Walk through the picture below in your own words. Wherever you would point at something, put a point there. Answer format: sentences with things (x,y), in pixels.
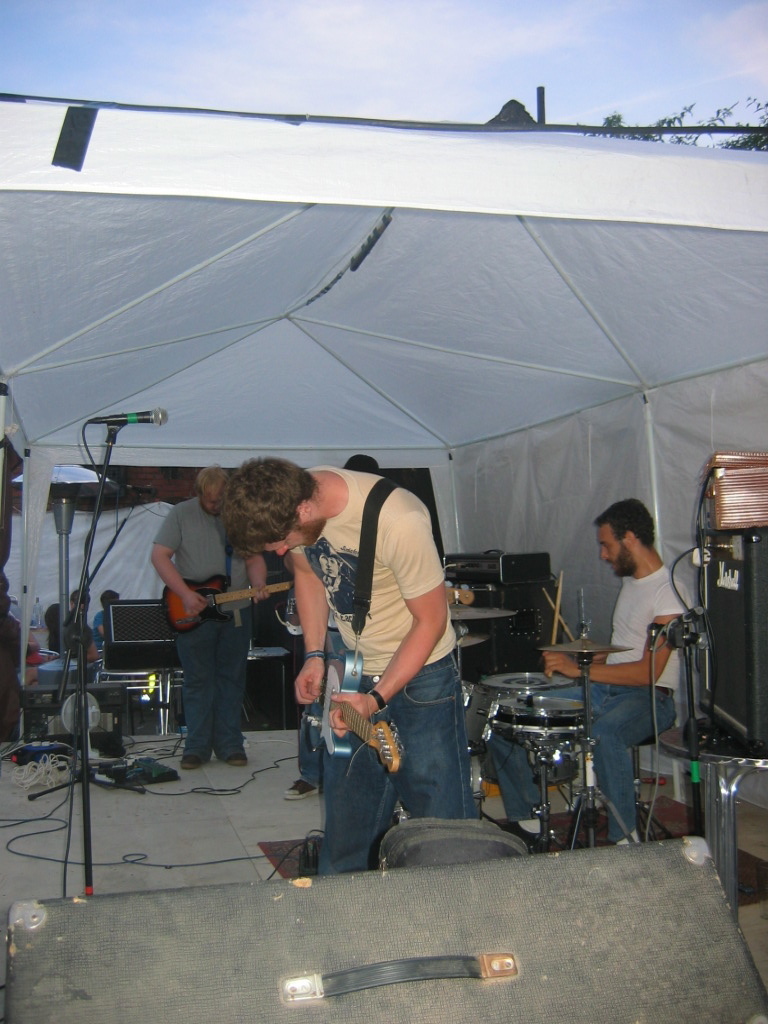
In this image I can see a man (435,728) standing and holding guitar (331,693). At right side of the image (623,655) I can see a man (627,686) sitting and playing drums (534,685). At background (228,655) I can see a man (224,495) standing and holding guitar (195,586). This is a mike (141,415) with a mike stand (88,591). At right side of the image (722,703) I can see a speaker (736,663) placed on the table (719,782). At the bottom (580,940) this looks like a suitcase (506,966).
